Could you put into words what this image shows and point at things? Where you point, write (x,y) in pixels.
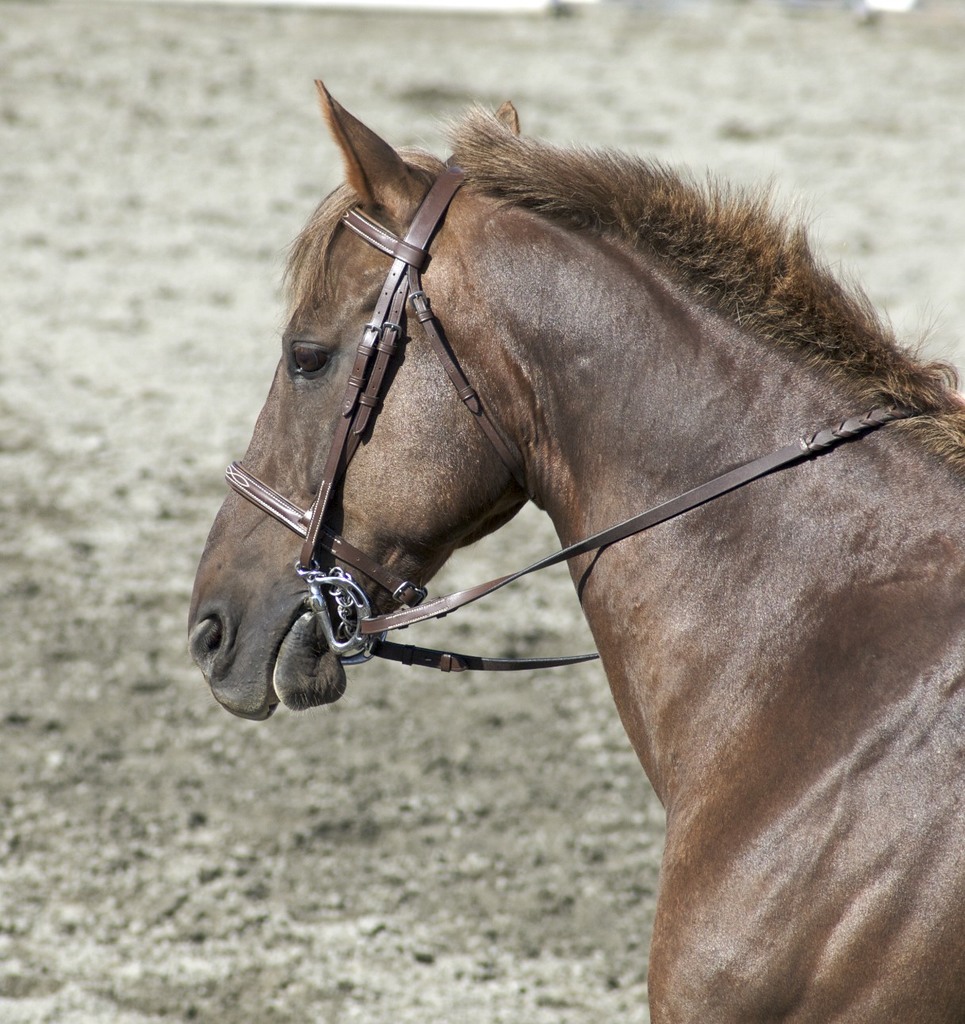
In the image there is a horse (950,1005) and the background of the horse (604,606) is blur.
